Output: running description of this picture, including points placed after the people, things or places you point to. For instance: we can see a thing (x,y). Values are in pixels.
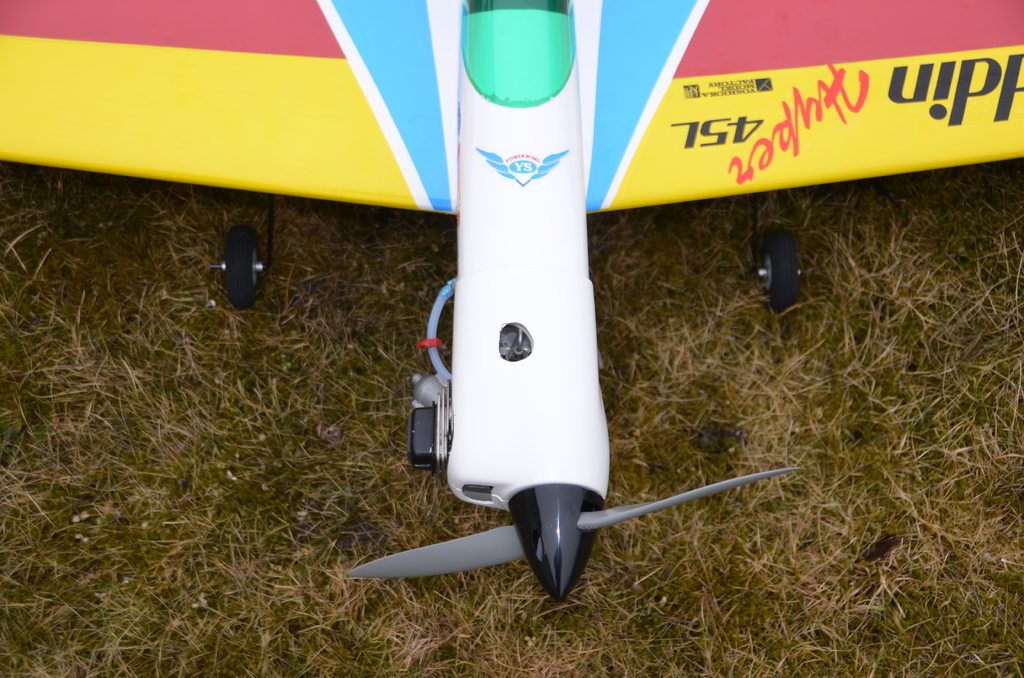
In this picture, it looks like an aircraft (455,203) on the grass (192,514). On the aircraft (514,215), it is written something.
